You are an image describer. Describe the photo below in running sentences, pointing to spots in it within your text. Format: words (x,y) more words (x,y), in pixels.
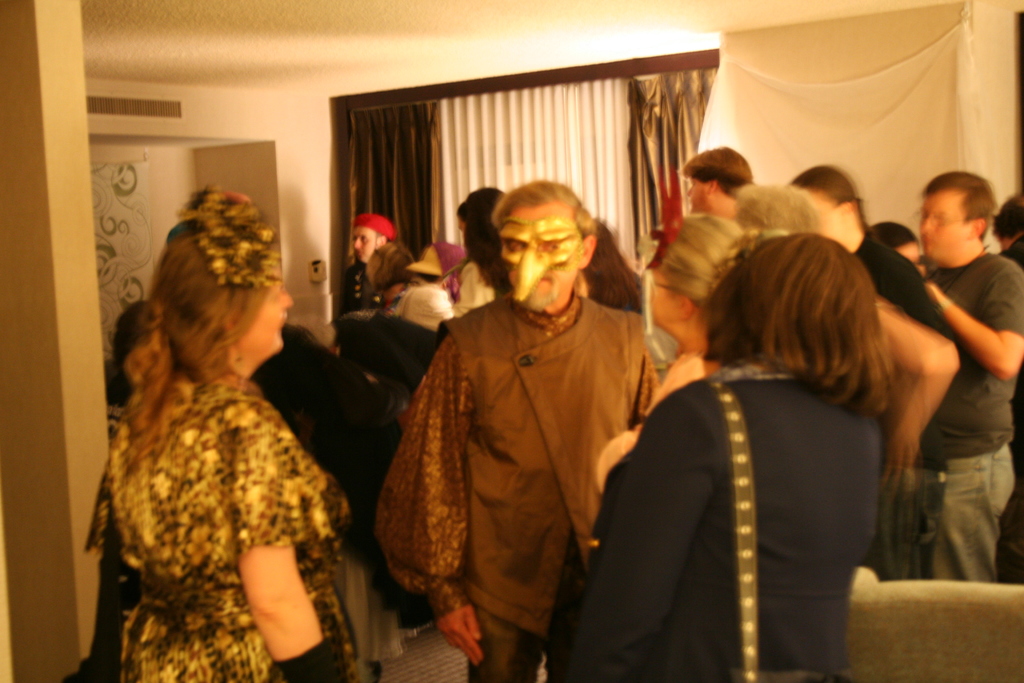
This image is taken indoors. In the background (432,152) there are a few walls (73,187), a window (623,159) and curtains (563,139). In the middle of the image (521,251) a few people (807,385) are standing on the floor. On the right side of the image (992,591) there is an empty chair (953,625).
